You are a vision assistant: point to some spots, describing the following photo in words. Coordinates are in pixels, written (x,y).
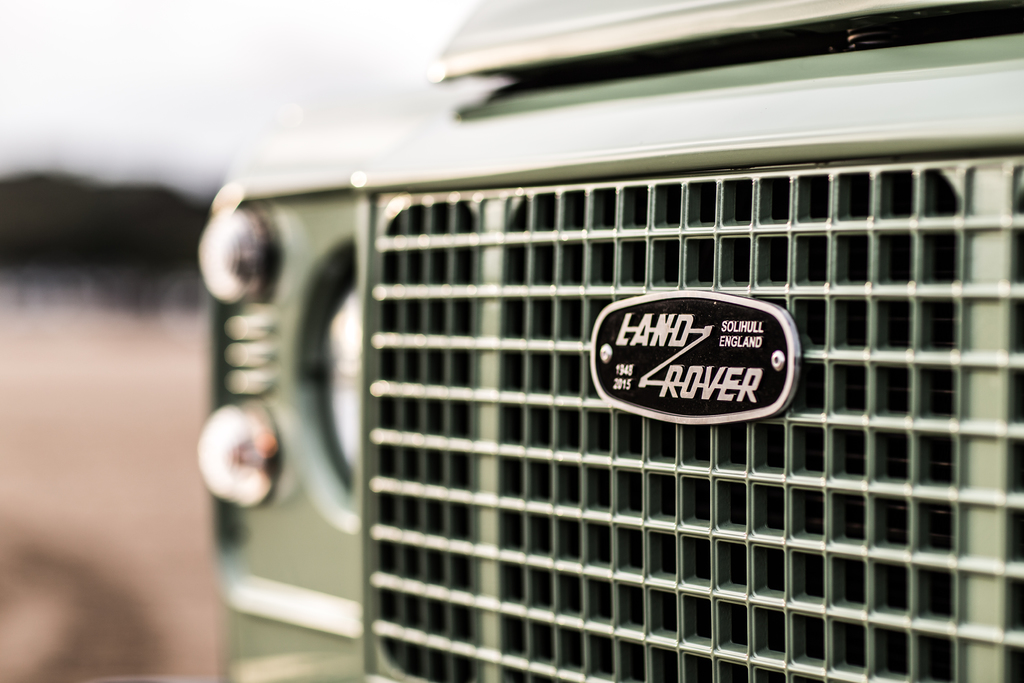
It is a zoomed in picture of a land rover vehicle (697,386) and the background (208,41) is blurred.
